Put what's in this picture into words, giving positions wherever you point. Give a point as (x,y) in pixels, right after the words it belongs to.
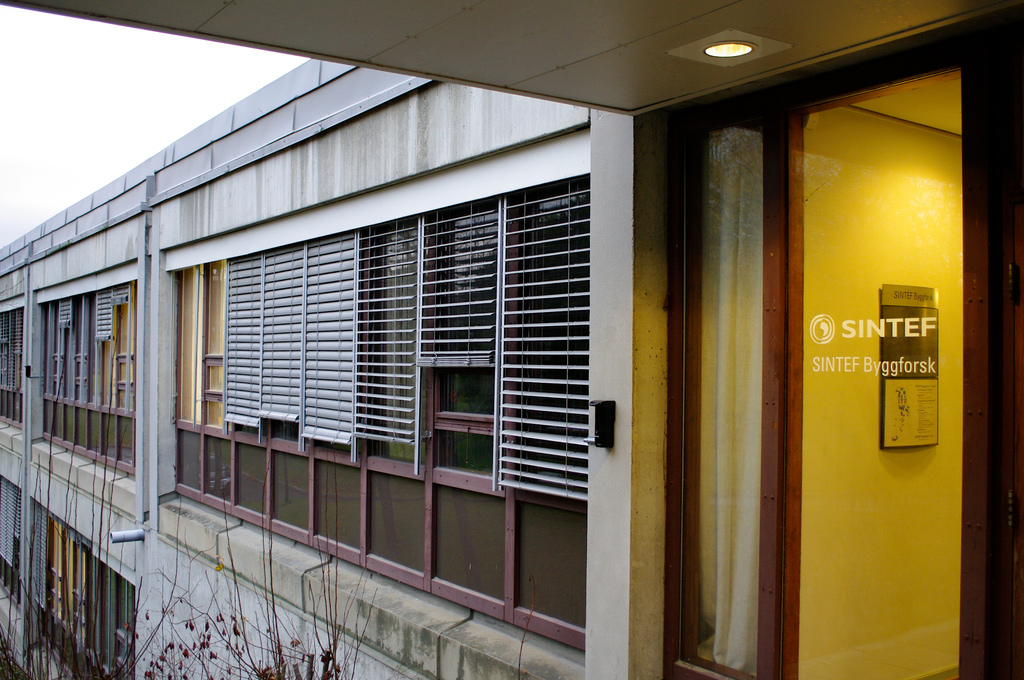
In this image, I can see a building (176,385) with the windows (405,562). This looks like a glass door (849,326) with the letters (880,325) on it. I can see a board (908,378), which is attached to the wall (877,255) through the glass door (868,479). At the bottom of the image (237,642), I can see the branches (292,643). This is a ceiling light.
